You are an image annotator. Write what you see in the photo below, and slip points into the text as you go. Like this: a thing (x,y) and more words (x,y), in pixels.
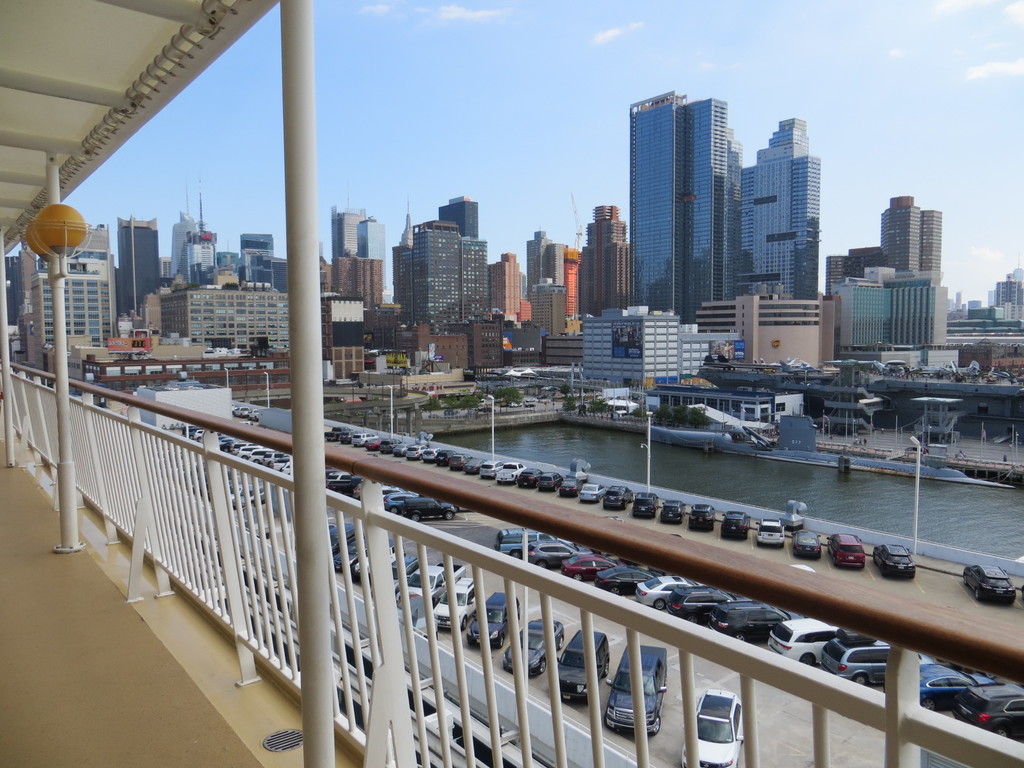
In this image I can see the railing (353,634) and many vehicles (645,600) are parked in the parking slot (719,678). In the background (736,482) I can see the poles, water (614,459), trees (514,393) and the buildings (520,362). I can also see the clouds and the sky (659,62) in the back (695,43).
